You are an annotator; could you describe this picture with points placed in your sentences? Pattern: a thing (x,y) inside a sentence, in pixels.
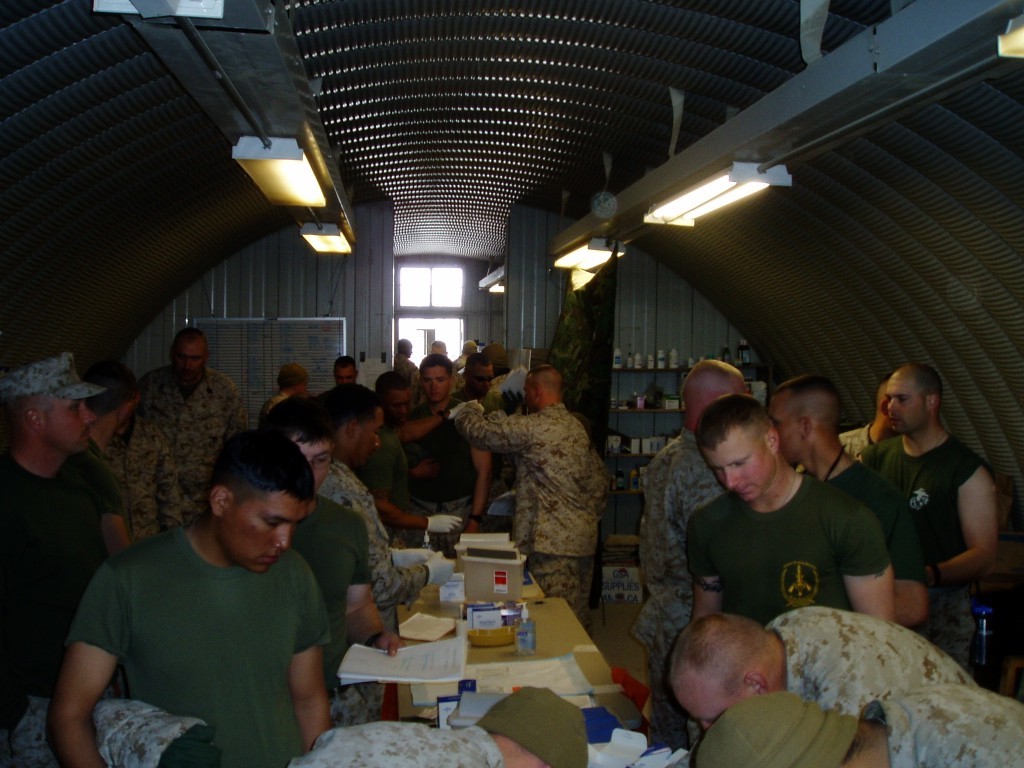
In this picture we can see some people (755,574) are standing, there is a table (546,634) in the middle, we can see some papers (429,637), a box (478,580) and other things (529,636) present on the table (563,610), in the background (633,398) there are some shelves (637,385), there are some things (631,442) present on these shelves (646,459), we can see lights (700,202) at the top of the picture (259,168).
